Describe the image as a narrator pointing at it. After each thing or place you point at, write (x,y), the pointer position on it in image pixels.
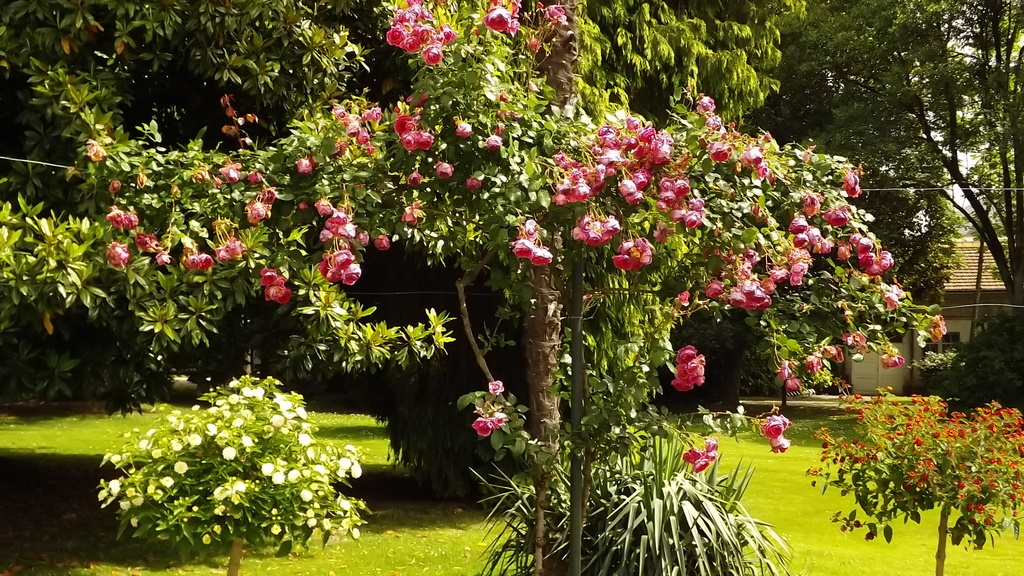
In the middle of this image (495,276), there is a tree (583,239) having green color leaves (583,253) and pink color flowers (334,227). On the left side (272,525), there is a plant (252,484) having white color flowers (102,492). On the right side (975,471), there is another plant (967,517) having flowers (926,461). In the background (1008,375), there are trees (647,89), a building (954,317), sky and grass (88,458) on the ground (74,467).
